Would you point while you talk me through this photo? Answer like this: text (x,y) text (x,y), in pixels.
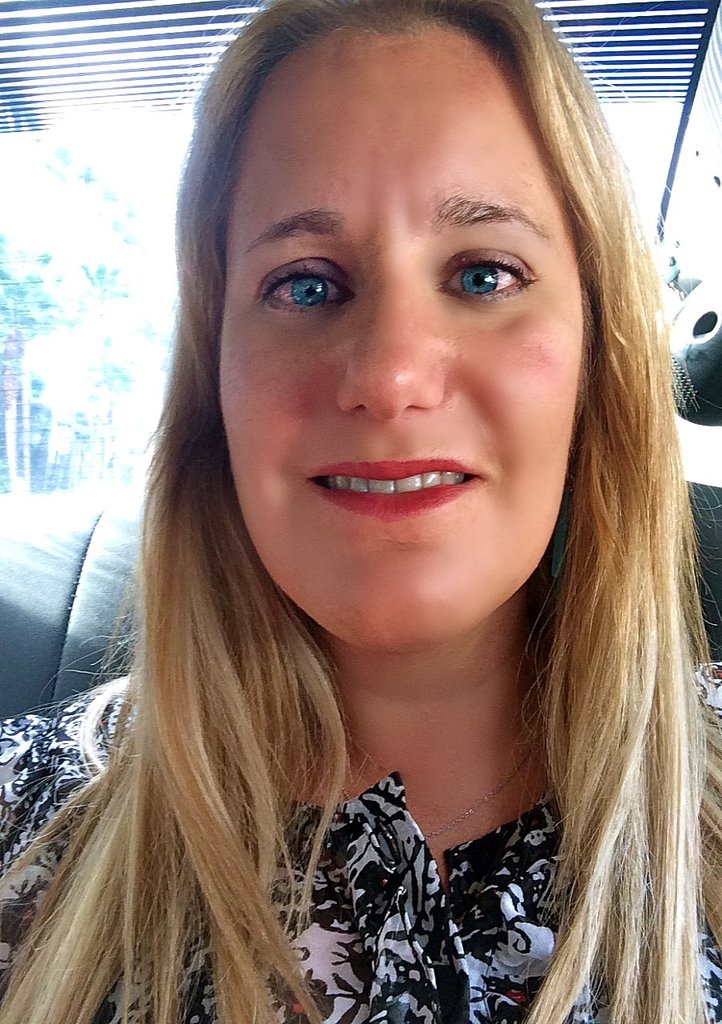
In this image, we can see a person (49,978) sitting. In the background (75,215), we can see some glass (170,169). We can also see an object (698,386) on the right (689,378).
